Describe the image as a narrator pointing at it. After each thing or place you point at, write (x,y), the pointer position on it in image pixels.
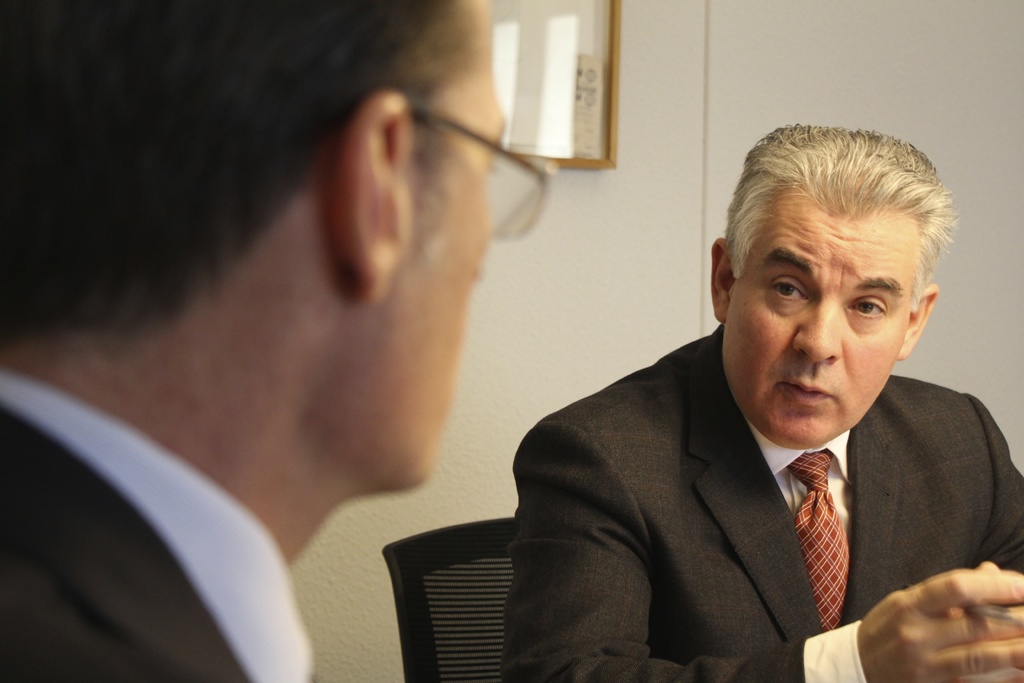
In this picture there are two men (648,477). Both of them were wearing black color coats (699,526). One of them was wearing a tie (821,512). We can observe black color chair (457,579). In the background (668,32) there is a wall (663,46) which is in white color.
